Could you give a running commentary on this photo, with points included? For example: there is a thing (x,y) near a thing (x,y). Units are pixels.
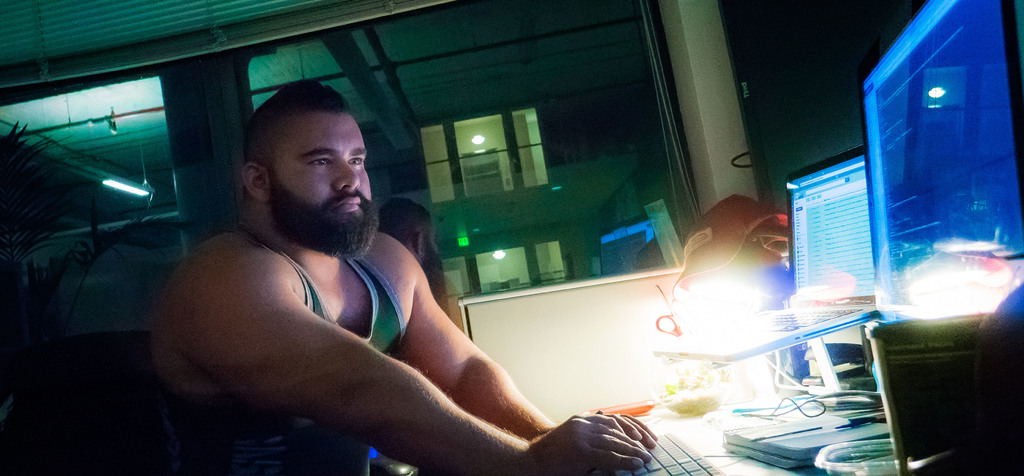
This picture is mainly highlighted with a man (254,253) who is working in front of a system (888,284). This is a light (725,309). Here we can see few accessories (707,380) in a glass container (688,377). This is a compartment (626,336). This is a glass (473,135) and we can see a light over here. This is a plant (40,209) on the left side of the picture (33,185).
